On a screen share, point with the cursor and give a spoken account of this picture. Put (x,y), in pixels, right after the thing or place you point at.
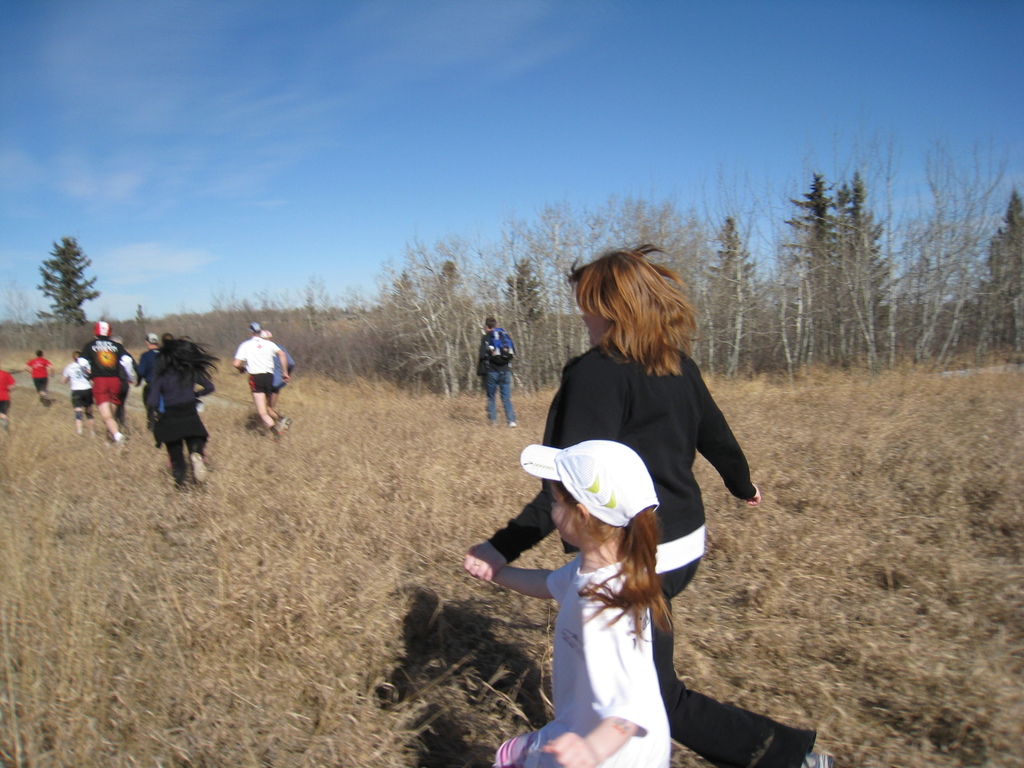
In this image we can see many people (579,685) running. Some are wearing caps (573,494). On the ground (311,539) there is grass (315,514). In the back (381,296) there are trees (763,293). In the background (336,161) there is sky (399,141) with clouds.
